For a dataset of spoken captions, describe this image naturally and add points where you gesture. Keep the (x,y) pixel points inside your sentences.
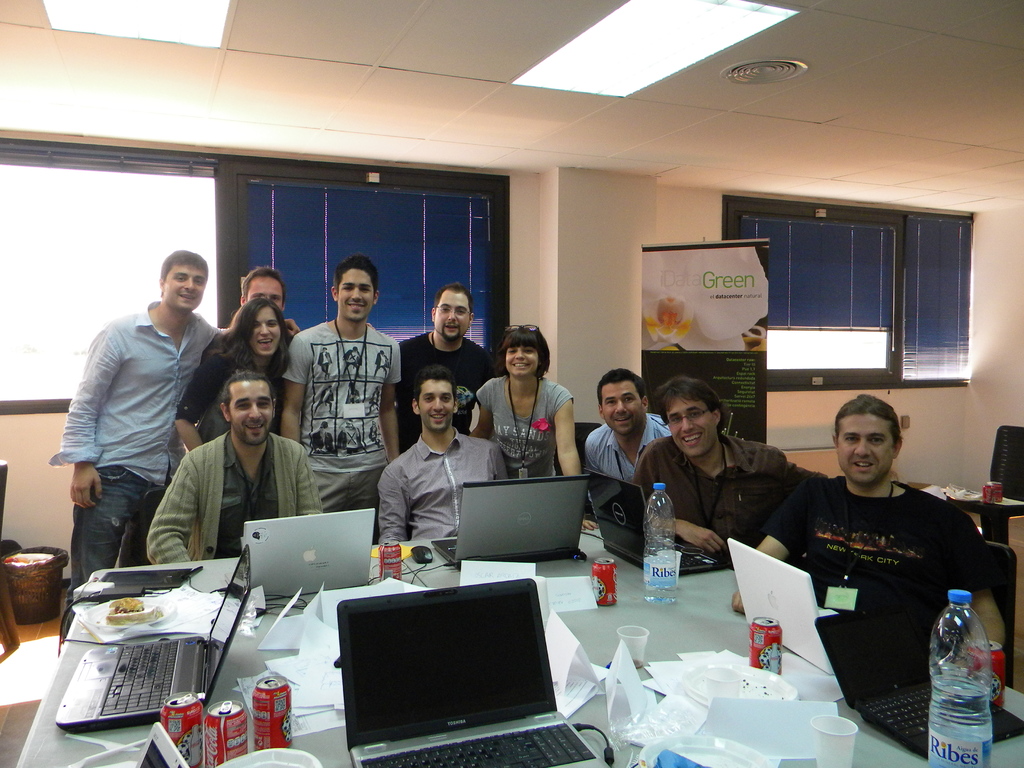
In this image I can see group of people (515,451) some of them are sitting and some people (350,345) are standing. In front of them there is a laptop (780,586), bottle (658,537), tin (595,582), glass (633,660), papers (742,706) on the table (235,660). At the back (567,247) there is a banner (719,293) and the wall (536,195) with window (426,237).
